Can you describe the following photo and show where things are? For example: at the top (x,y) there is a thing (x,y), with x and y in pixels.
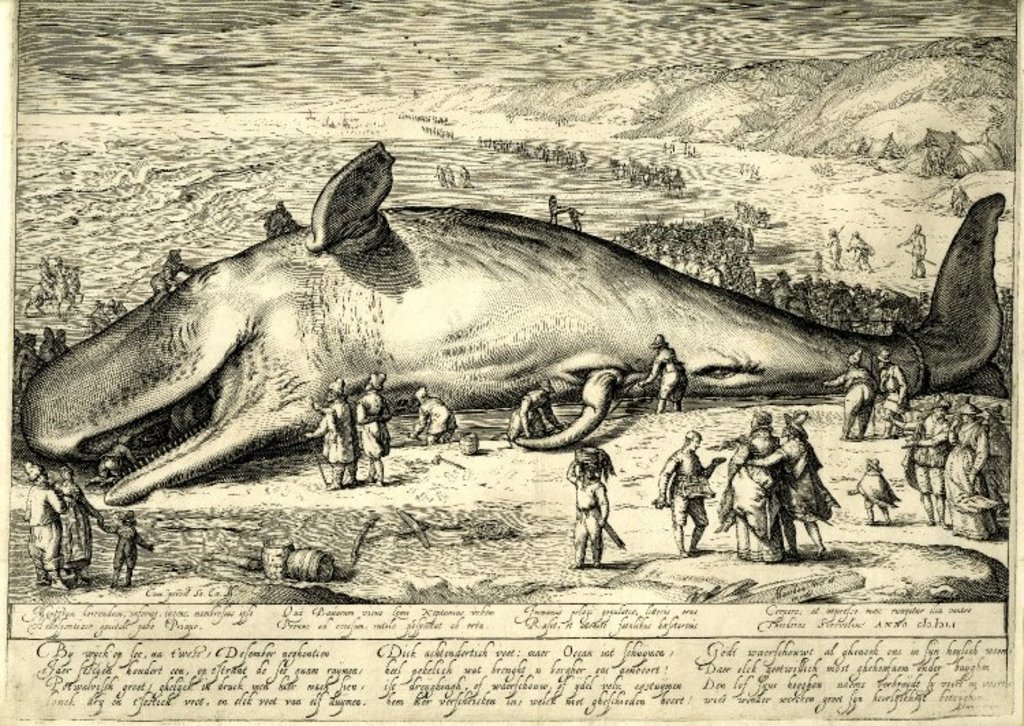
In this image I can see the fish (959,372) and the group of people (655,239) around and few people (599,459) are holding something and I can see something is written on the paper (867,615).
